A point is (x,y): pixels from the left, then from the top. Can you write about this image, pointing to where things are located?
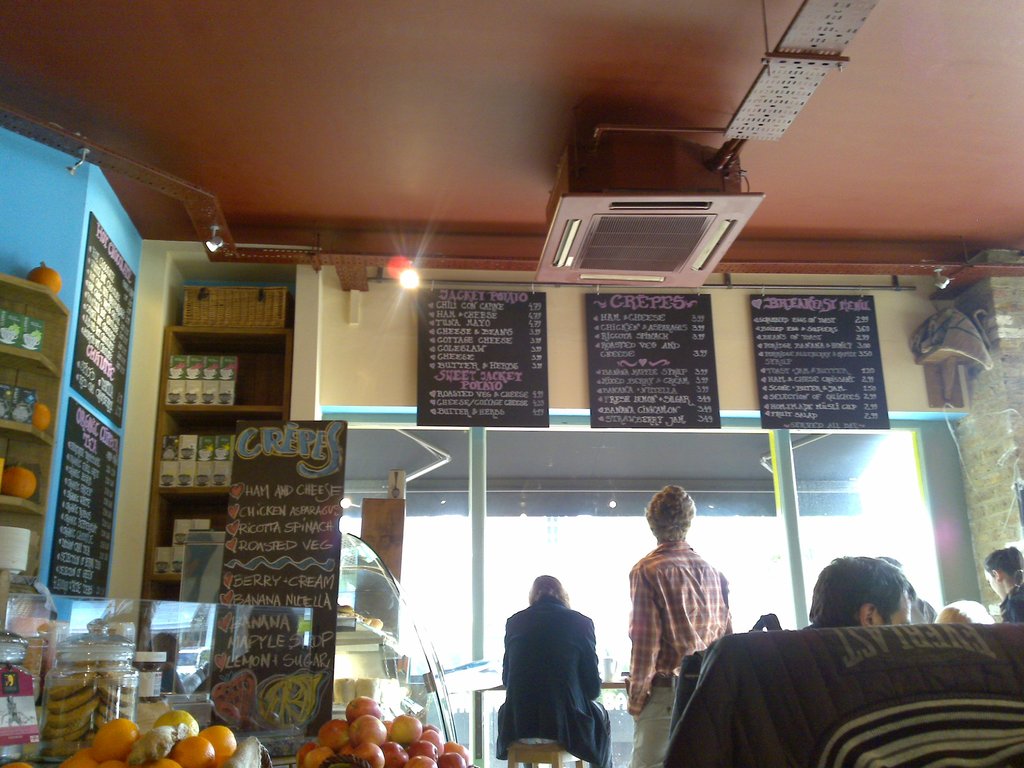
In the picture I can see people (682,649) among them some are standing and some are sitting. On the left side (135,752) I can see fruits (123,721) and other food items (103,710). In the background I can see lights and some other object (688,261) attached to the ceiling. I can also see boards (451,395) which has something written on them.
